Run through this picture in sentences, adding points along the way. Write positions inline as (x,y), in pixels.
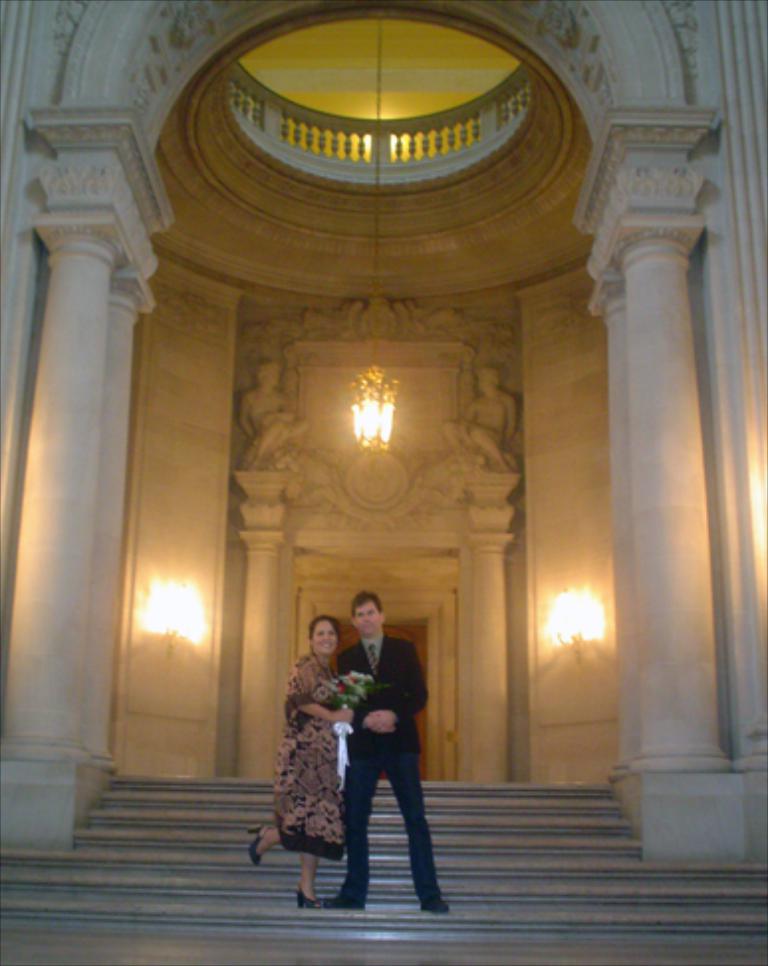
In this picture there is a man (432,902) and a woman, by holding flowers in their hands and there are lamps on the right (562,598) and left side of the image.
